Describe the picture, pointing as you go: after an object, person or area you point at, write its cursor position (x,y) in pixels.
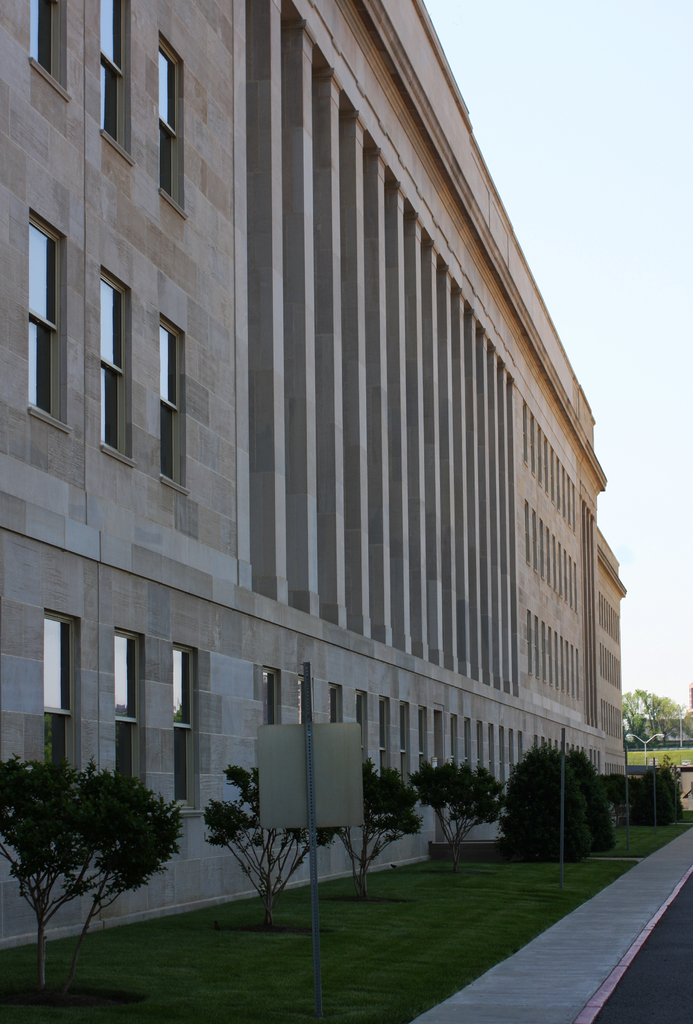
In the image I can see a building (290,511) to which there are some windows (123,425) and also I can see some plants (645,801), grass (402,882) and trees (248,853) and a board (279,806).
